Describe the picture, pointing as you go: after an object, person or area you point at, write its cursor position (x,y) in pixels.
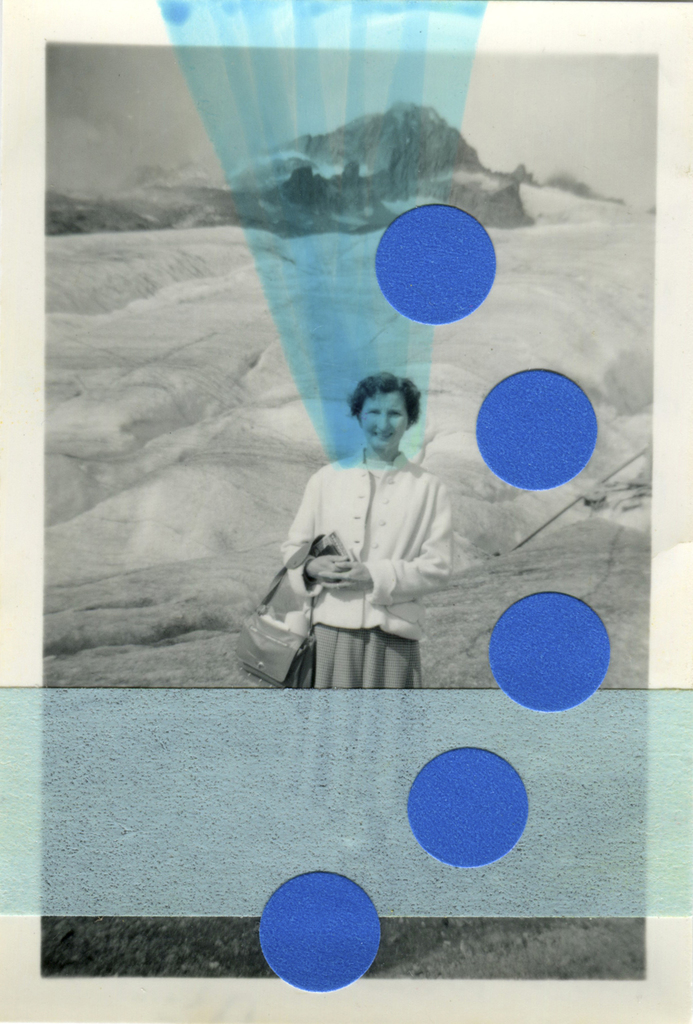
In this image I can see a person (346,614) standing and holding bag (312,663). Back I can see a mountain (467,210). In front (460,271) I can see few blue dots (452,264). The image is in black and white.
